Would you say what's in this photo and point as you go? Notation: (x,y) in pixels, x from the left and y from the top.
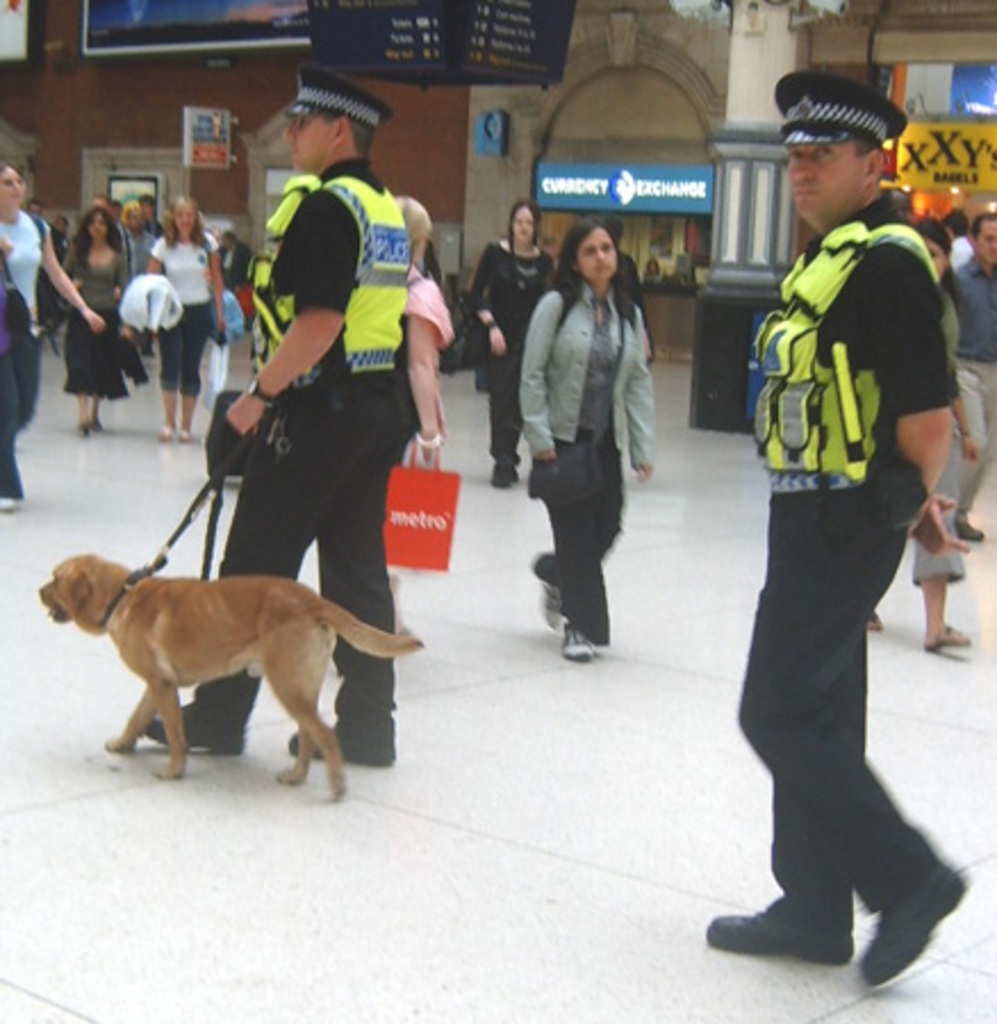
In this picture we can see persons (112,300) walking on the floor (466,667). Here we can see two policemen (835,327). This man (262,417) is holding dogs belt (196,505) in his hand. These are pillars (756,95). Here we can see hoardings (277,22).
